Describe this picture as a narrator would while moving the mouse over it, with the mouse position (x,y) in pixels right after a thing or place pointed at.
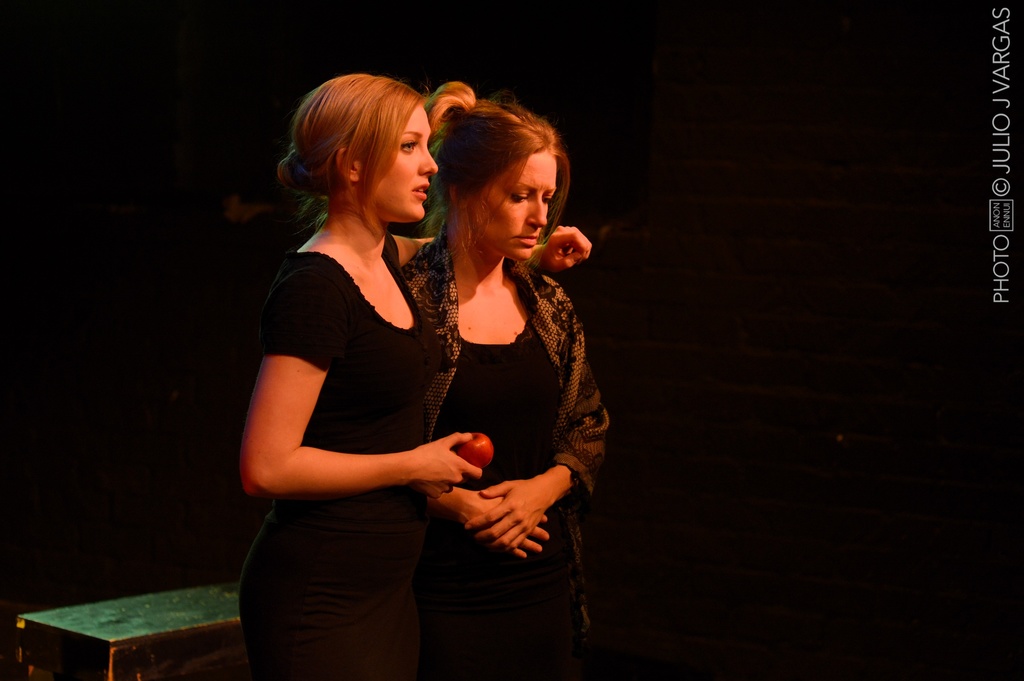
Here there are two girls (531,606) standing and a girl (433,466) is holding an apple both of them are wearing black color dress (424,416).
